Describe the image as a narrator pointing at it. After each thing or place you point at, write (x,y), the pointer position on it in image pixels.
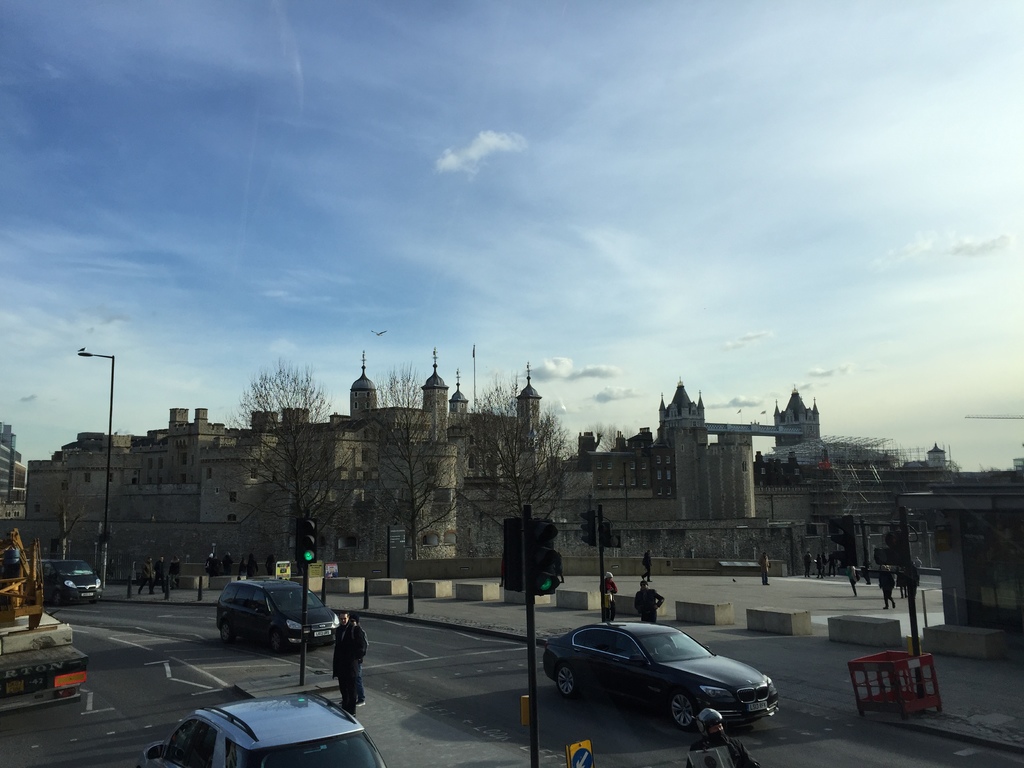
This is the picture of a place where we have some buildings (117,508) and there are some cars (351,730), trees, poles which has some lights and there are some people (713,716) on the road (479,670).
